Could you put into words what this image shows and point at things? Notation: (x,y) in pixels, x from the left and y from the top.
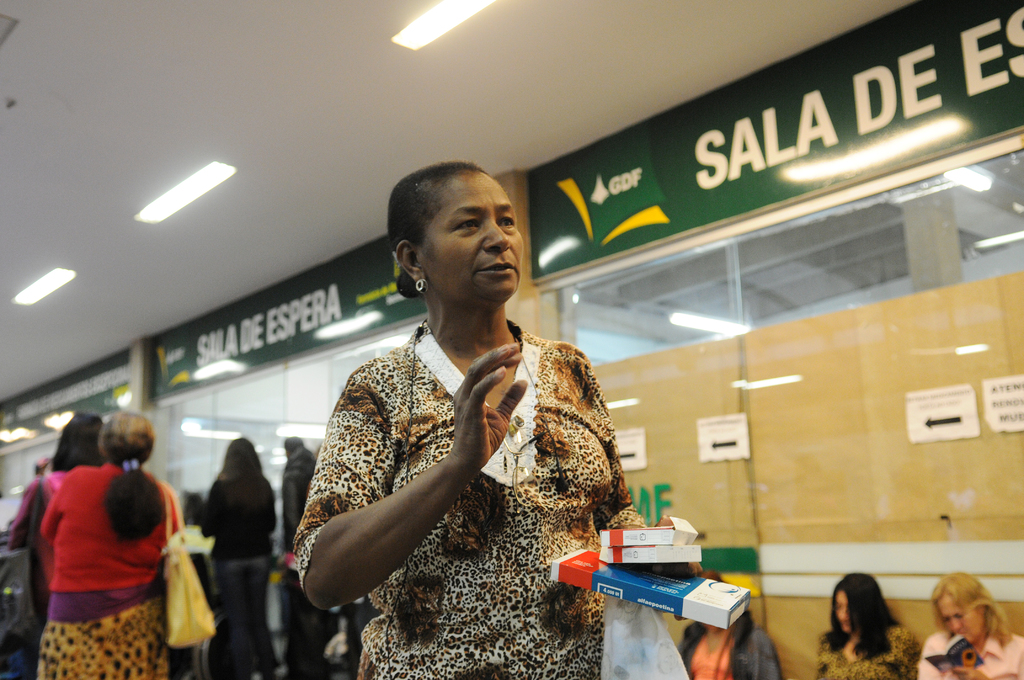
In this picture there are people (511,394), among them there is a woman (452,583) holding boxes (625,589) and cover (617,622). In the background of the image (623,229) we can see boards (629,218) and posters (705,429) on glass (679,408). At the top of the image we can see lights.
